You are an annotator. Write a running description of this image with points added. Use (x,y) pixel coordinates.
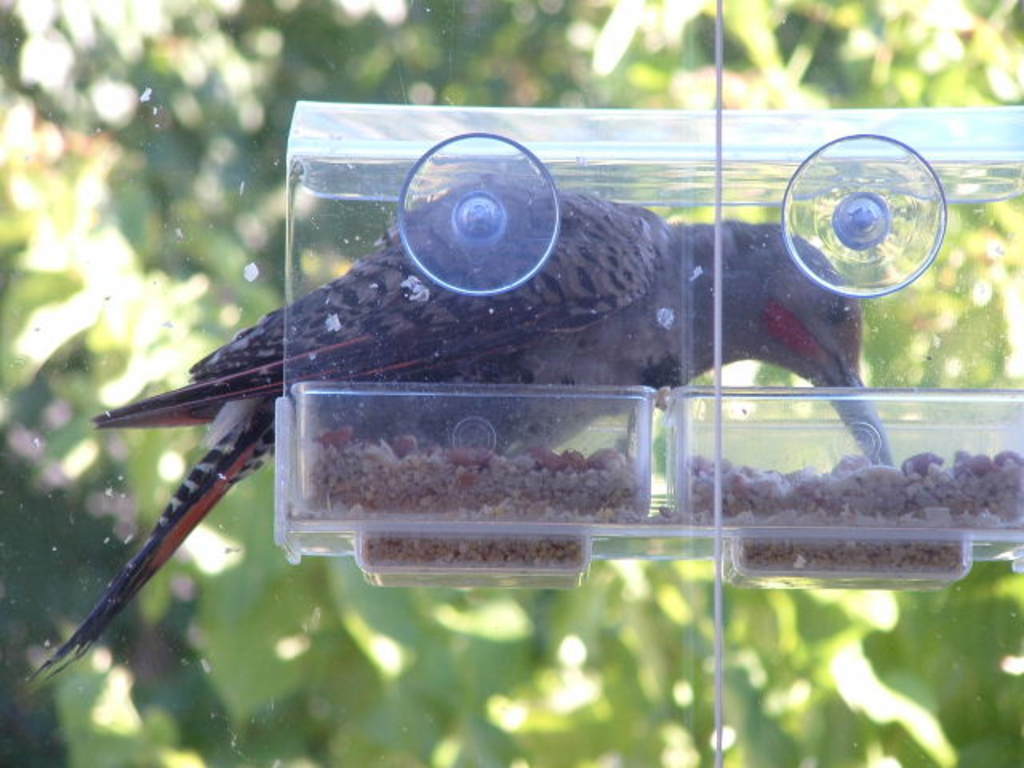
In this image we can see a bird (409,331) and also the bird feeder (357,528). In the background (685,53) we can see the leaves (494,646).
